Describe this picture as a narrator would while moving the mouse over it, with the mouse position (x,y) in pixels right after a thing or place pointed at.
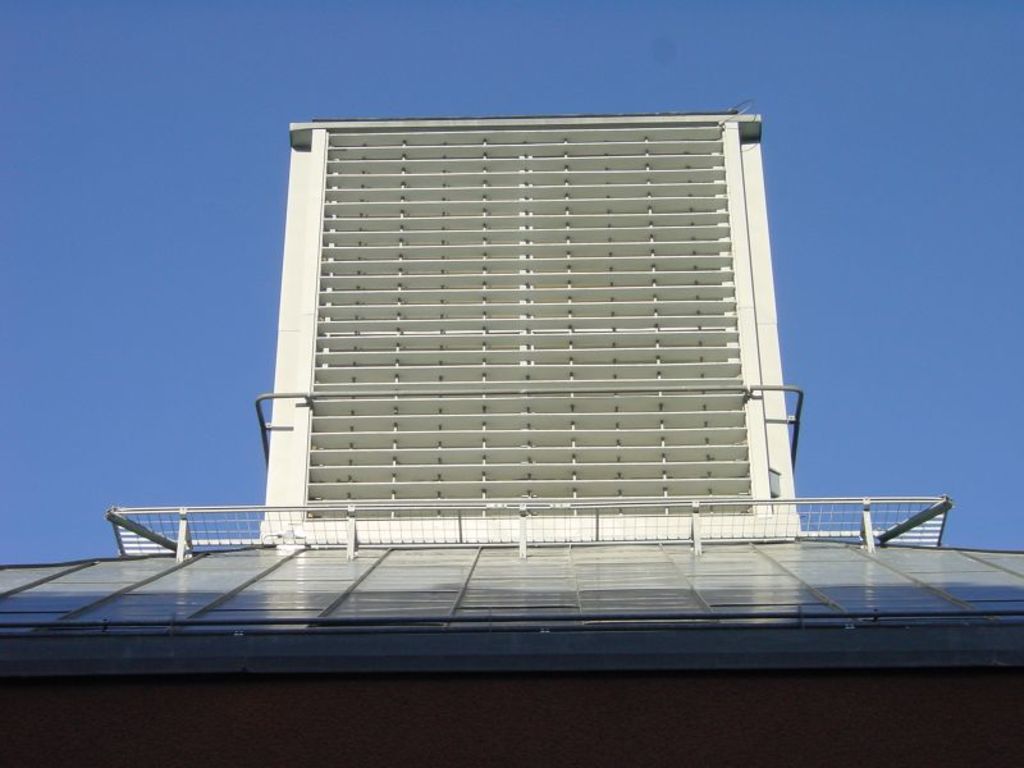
In the foreground of the picture (868,597) there is a building (880,574) and railing (432,390). Sky (179,271) is clear and it is sunny.
